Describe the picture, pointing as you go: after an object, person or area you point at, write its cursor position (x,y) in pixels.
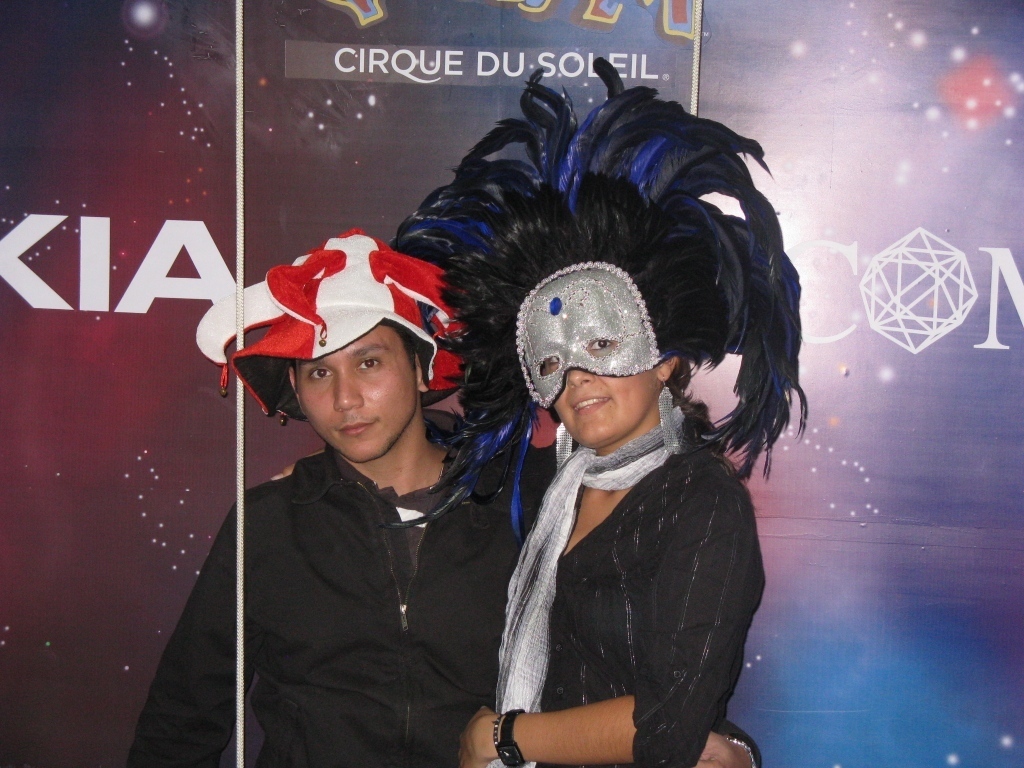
In this image we can see a man (400,623) wearing the cap (325,280). We can also see the woman (581,406) with the face mask (571,304). In the background (972,170), we can see the banner (863,722) with the text (147,262).
